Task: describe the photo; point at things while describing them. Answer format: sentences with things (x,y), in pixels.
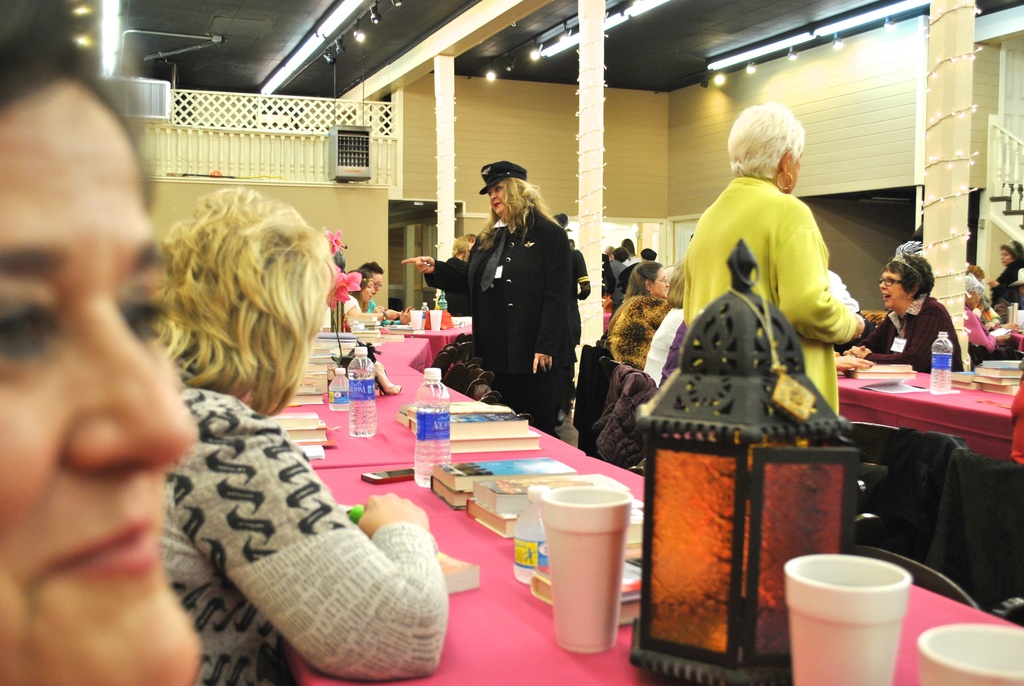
In this picture I can see inner view of a house (195,30), I can see few books (540,589), glasses (613,593), water bottles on the tables (361,438) and I can see few people (904,351) seated and few are standing and I can see lights (871,17) to the ceiling (258,1) and it looks like a lamp (680,575) on the table (454,679).
